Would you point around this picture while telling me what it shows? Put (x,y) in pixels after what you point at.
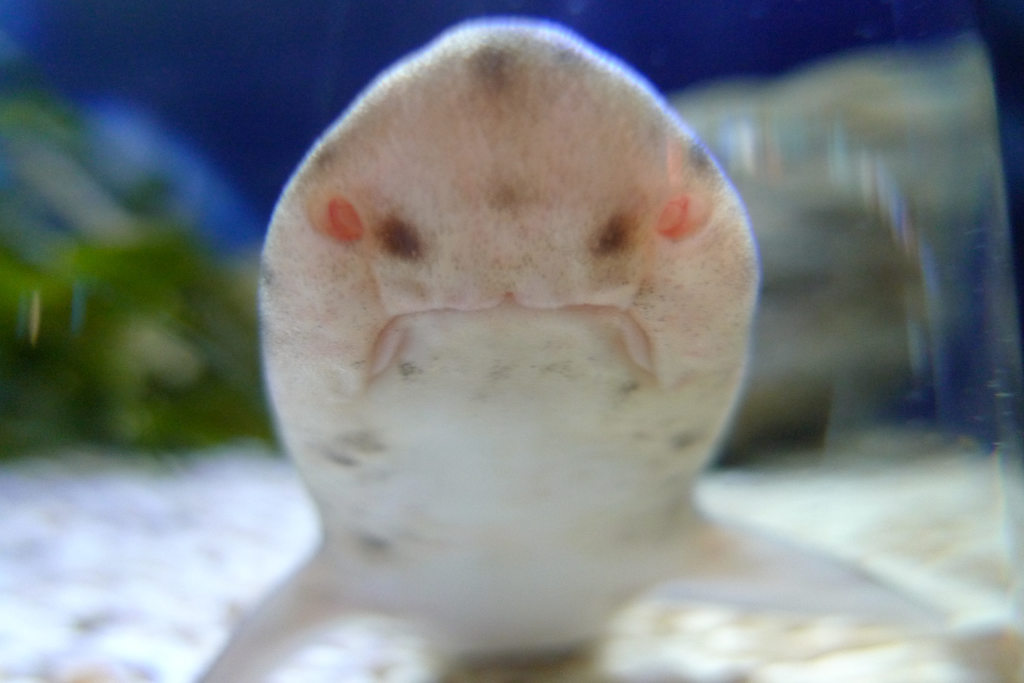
In this image we can see fish (720,186) in the water (639,23). The background (253,442) is blurry.
